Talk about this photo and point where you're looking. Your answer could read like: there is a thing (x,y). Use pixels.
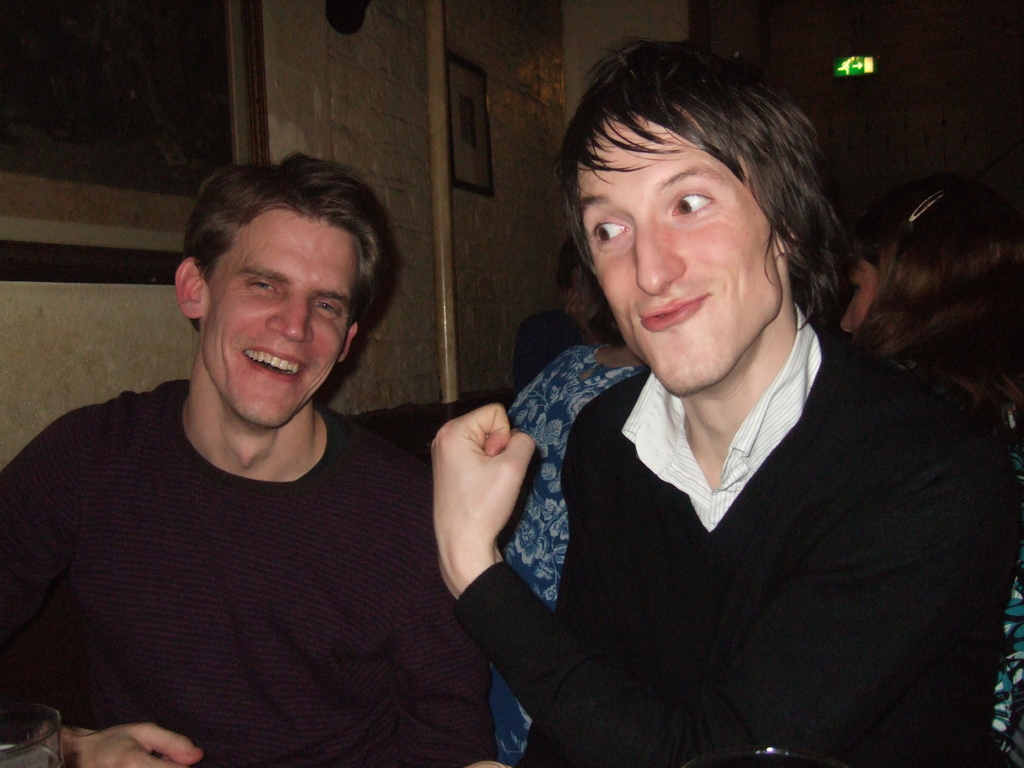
In the picture we can see two men (779,533) are sitting and they are wearing a dark sweaters (752,533) and in the background (999,172), we can see some people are sitting and beside them we can see a wall (53,305) with some pole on it and a frame (222,82).
